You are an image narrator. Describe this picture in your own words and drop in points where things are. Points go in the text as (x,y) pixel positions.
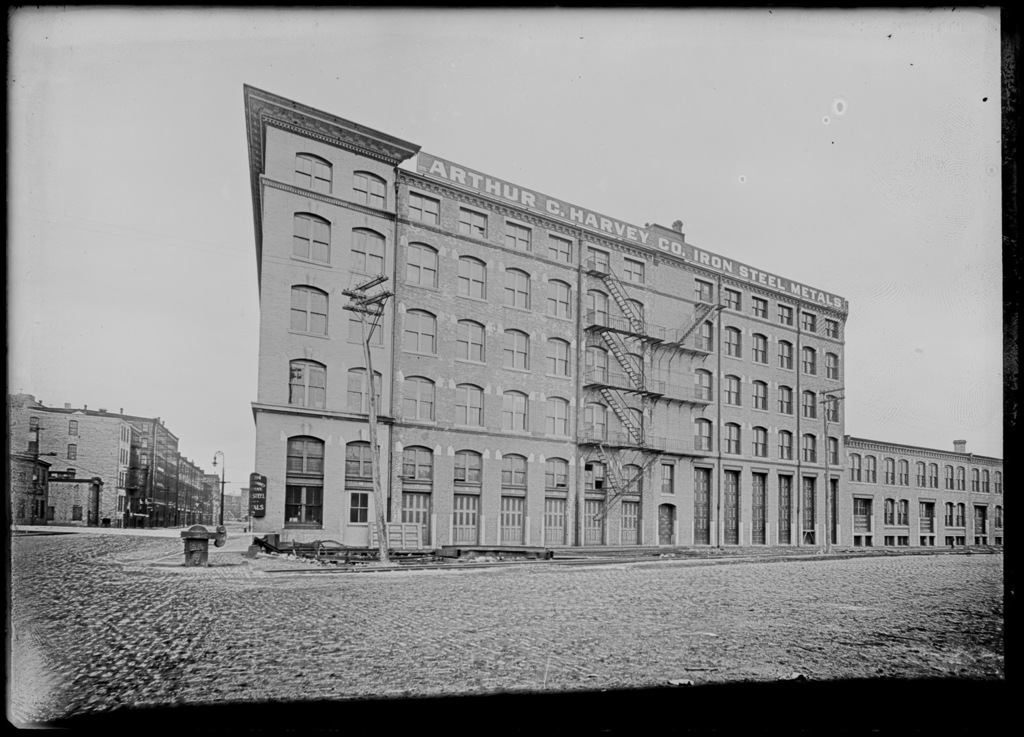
In this image we can see the black and white picture and there are buildings (260,417), light pole (221,457), current pole (369,299) and an object (188,554) on the ground (374,591). And at the top (597,158) there is the sky (661,99).
